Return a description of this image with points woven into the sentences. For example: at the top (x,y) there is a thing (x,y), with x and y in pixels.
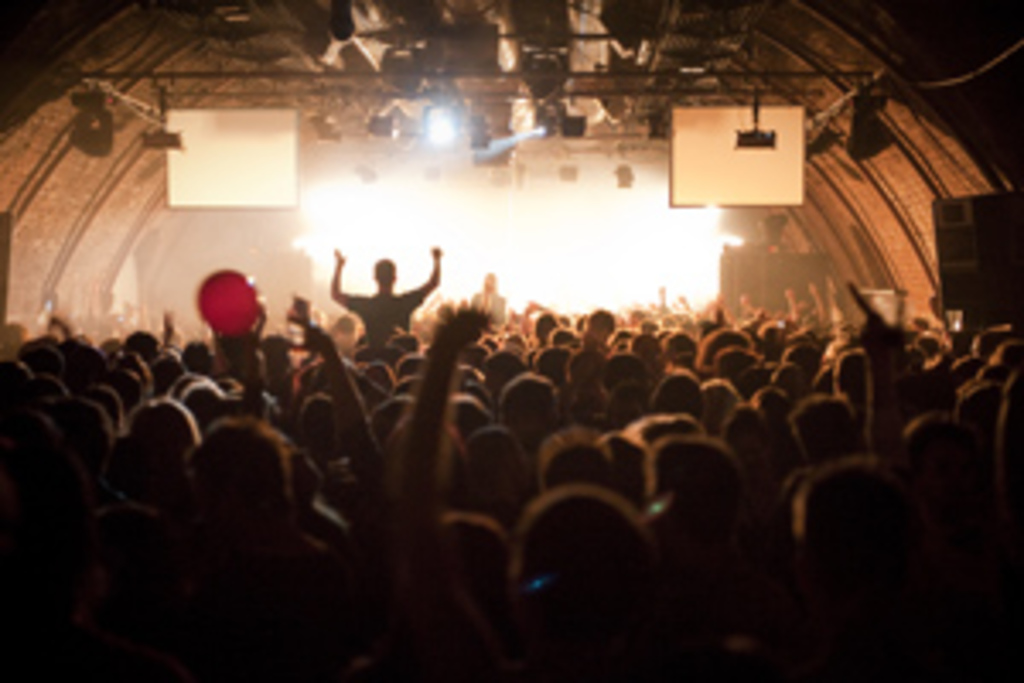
In this image I can see a group of people (370,416). In front I can see the lighting (448,137), speakers (960,265), lights (448,137) and white color objects (275,191) on both sides.
